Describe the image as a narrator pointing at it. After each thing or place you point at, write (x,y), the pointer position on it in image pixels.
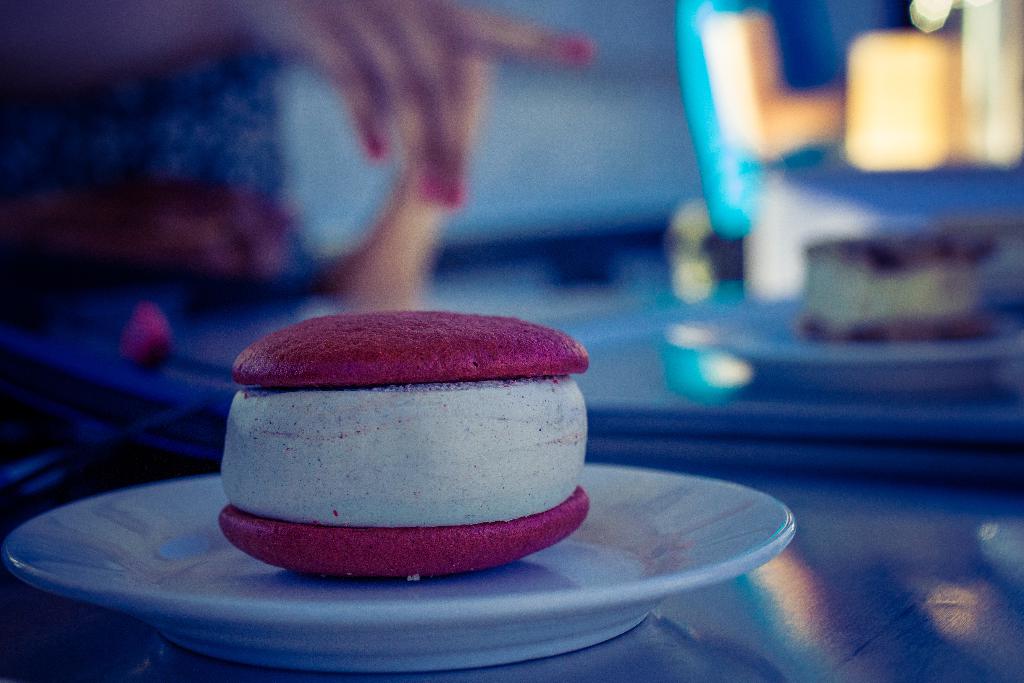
At the bottom (455,479) we can see a food item (449,507) on a plate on the platform (167,662). In the background (413,113) the image is not clear but we can see two persons (473,121), light (713,97) and a food item (916,265) on a plate (793,319) on the platform (935,640).
